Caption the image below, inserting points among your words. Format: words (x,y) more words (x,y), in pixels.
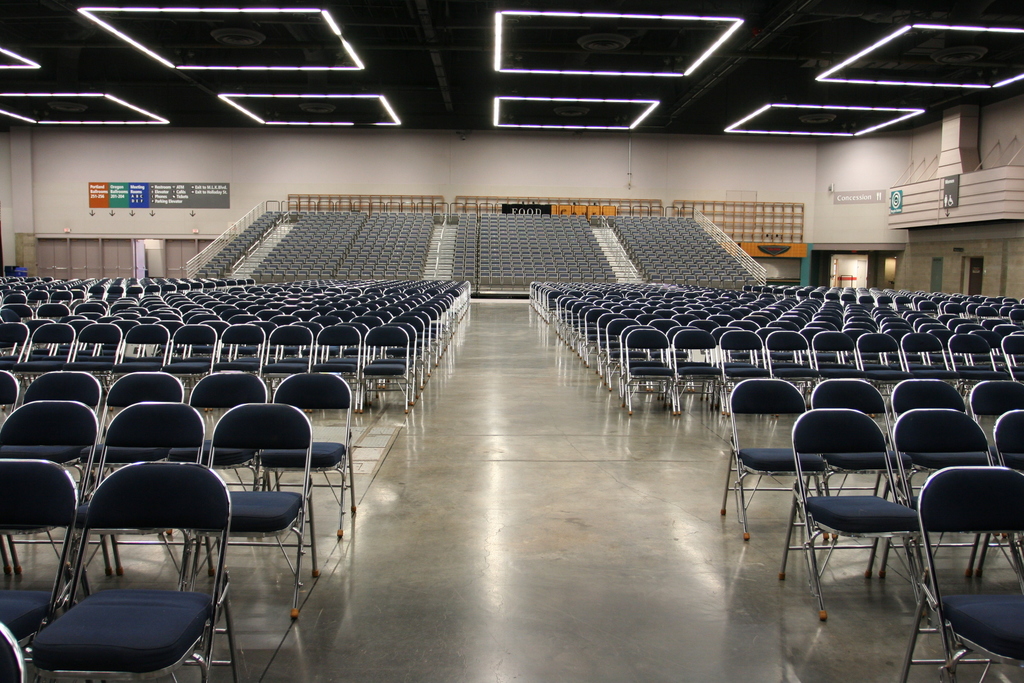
In this picture there are empty chairs (669,382). In the background (164,199) there are boards (149,206) with some text (203,197) written on it and there is wall (647,161).
